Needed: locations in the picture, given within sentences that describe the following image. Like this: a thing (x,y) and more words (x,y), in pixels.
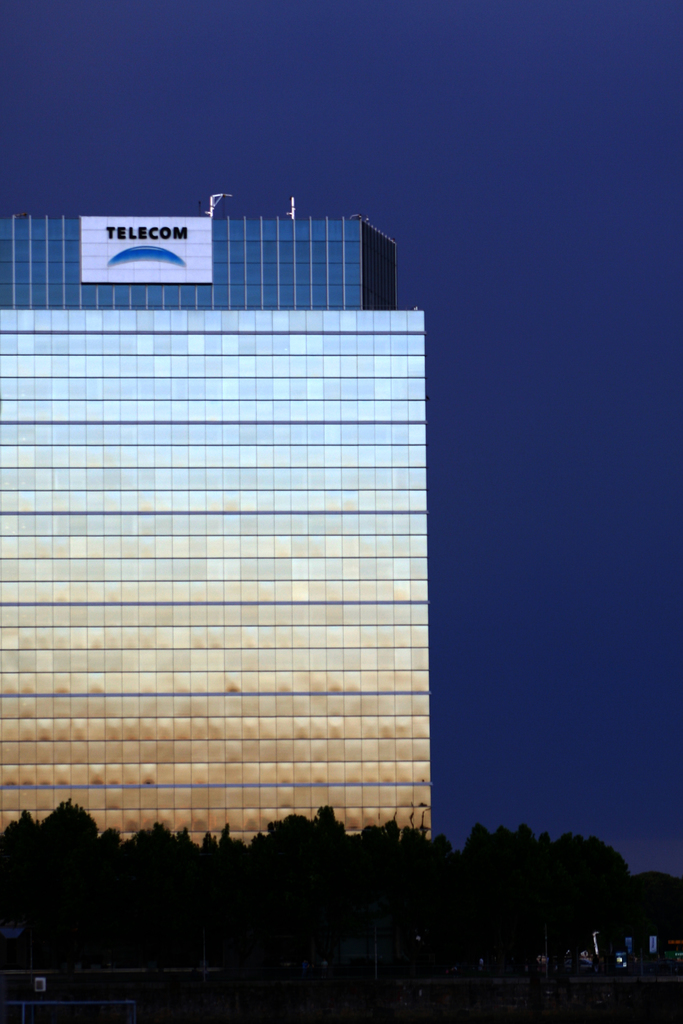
In this picture we can see a building (255,594) and few trees (349,930).
